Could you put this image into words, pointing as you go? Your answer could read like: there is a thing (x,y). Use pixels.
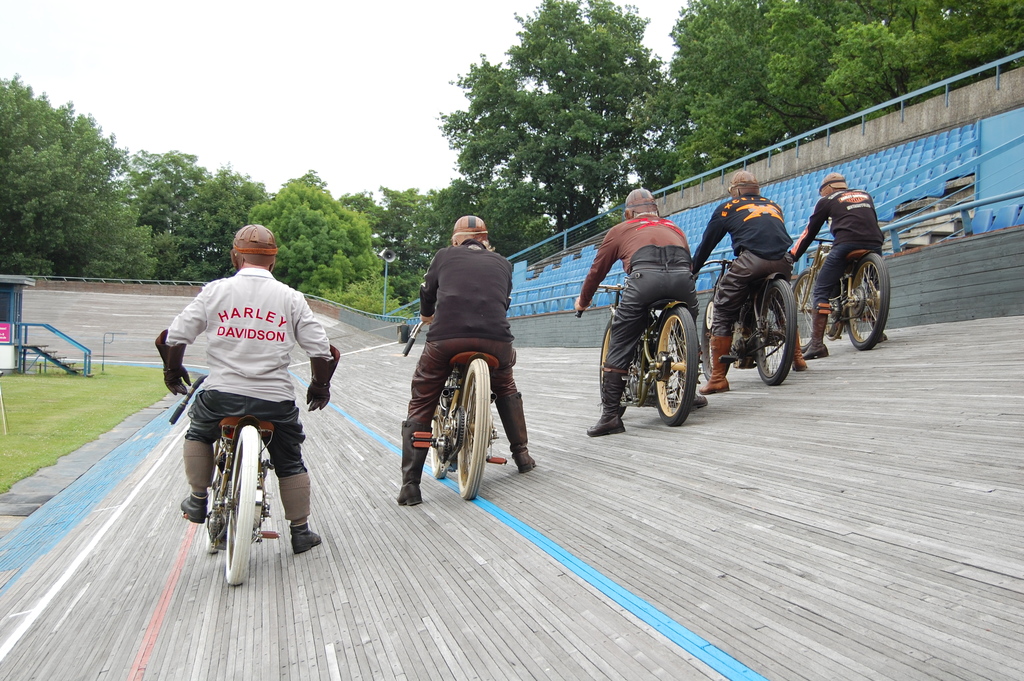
In this image there are group of persons (432,277) riding motorcycles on a track (544,395), and in the back ground (533,285) there are chairs (935,192), iron rods (942,158), stair case (69,366), grass (32,383), a small house (11,284), trees (306,222), sky (371,113).
